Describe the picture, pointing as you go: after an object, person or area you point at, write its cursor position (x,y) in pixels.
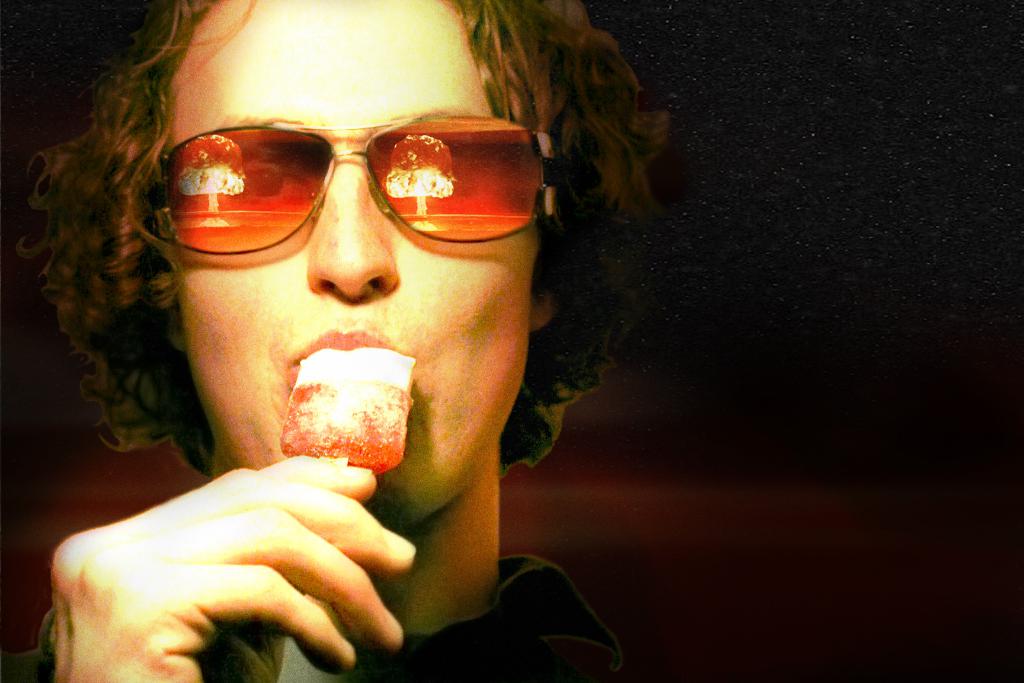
In this image we can see a person (388,309) holding an ice cream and eating. In the background (803,430), the image is dark.
